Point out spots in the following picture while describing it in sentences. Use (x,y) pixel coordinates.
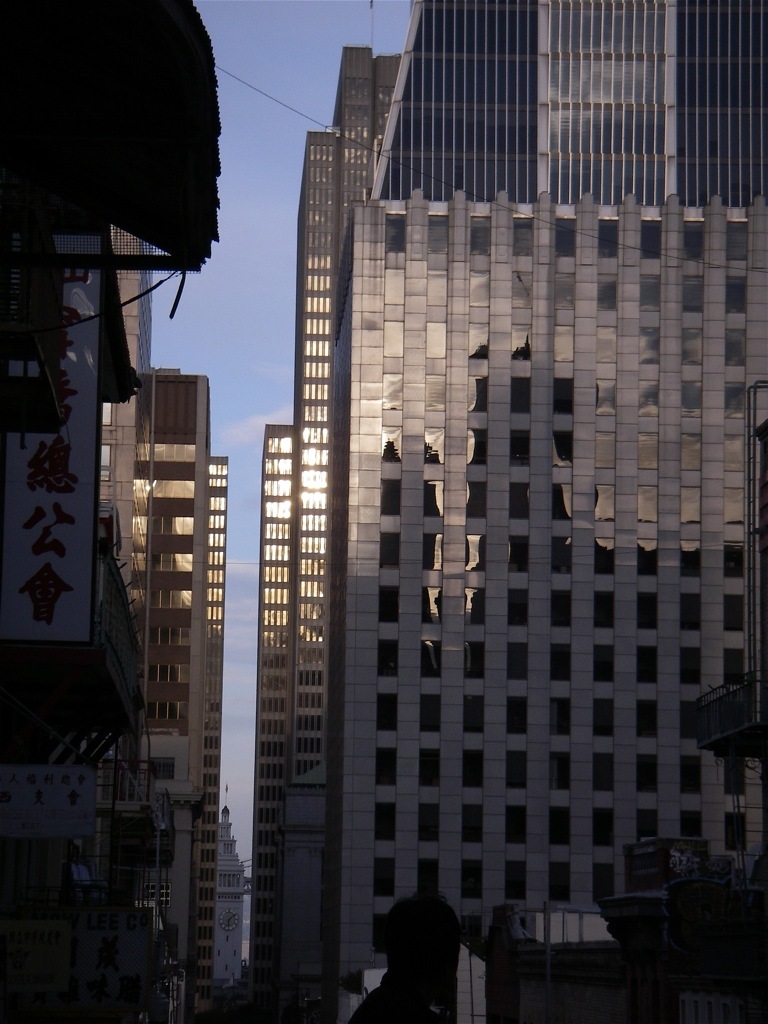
There is a person (438,968). In the background (587,537), there are glass buildings (420,232) and there are clouds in the blue sky (250,49).
